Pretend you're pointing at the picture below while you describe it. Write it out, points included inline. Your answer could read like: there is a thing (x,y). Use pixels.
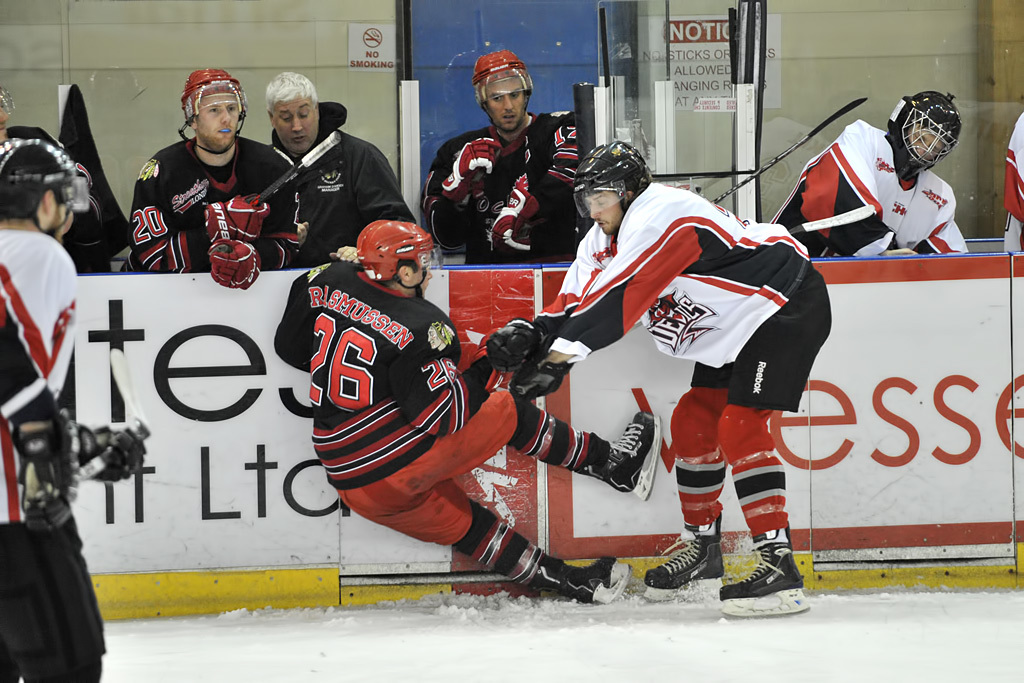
In this image, there is a person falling in front of the board (168,332). There is a person (607,285) in the middle of the image (615,231) pushing another person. There is an another person (61,325) on the left side of the image (61,325) holding and wearing clothes (32,281).
